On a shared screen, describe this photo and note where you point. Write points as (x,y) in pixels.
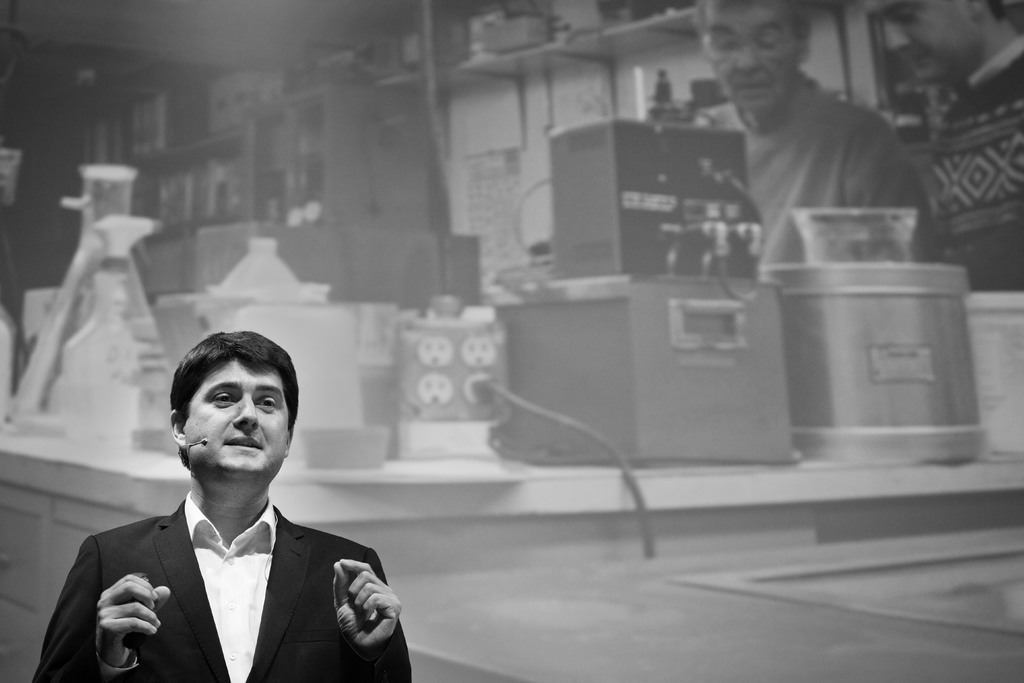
In this image, at the left side (188,550) there is a man (174,550) standing, in the background (965,213) there are two persons (853,182) standing and there are some boxes (721,360).
